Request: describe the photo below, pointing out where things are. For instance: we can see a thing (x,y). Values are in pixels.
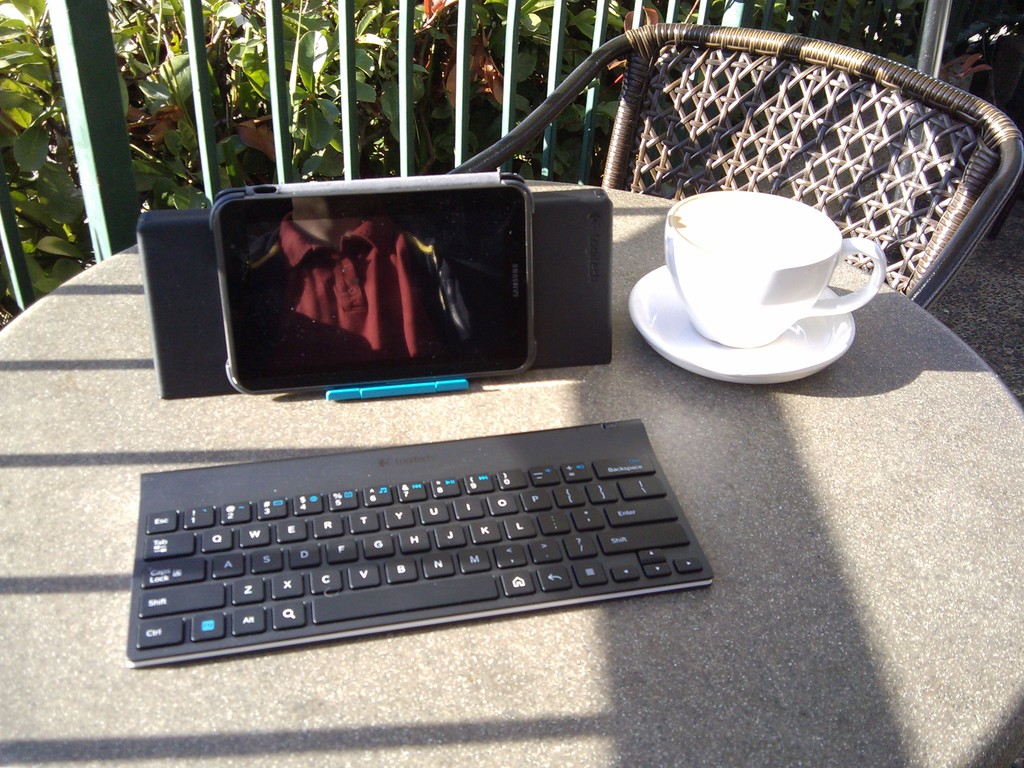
In this image, we can see a table (476,381) with some objects (552,363) like a keyboard (472,473), a cup (699,286) and a mobile phone (484,231). We can also see a blue colored object (347,396). We can see a chair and some poles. There are a few plants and we can see the ground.
